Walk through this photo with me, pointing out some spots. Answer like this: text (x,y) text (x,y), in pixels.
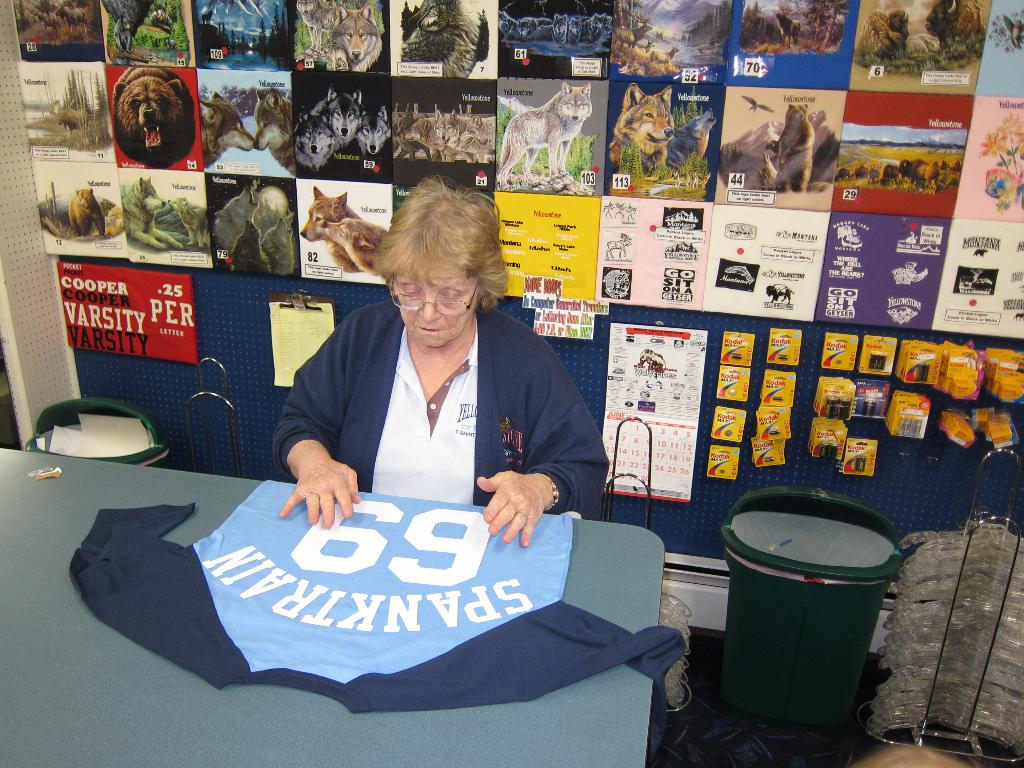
In this image in the front (433,661) there is a table (474,726), on the table (474,726) there is a cloth (377,624). In the center (494,426) there is a woman (438,417) sitting and on the right side (842,574) there is a bin (832,623) which is green in colour. In the background (298,149) there are posters (252,146) on the wall (121,383) some text (679,226) and images (397,151) on it and in front of the wall (120,397), on the left side (119,402) there is a dustbin (150,417). On the right side (979,607) there is an object (912,686) which is brown in colour.
